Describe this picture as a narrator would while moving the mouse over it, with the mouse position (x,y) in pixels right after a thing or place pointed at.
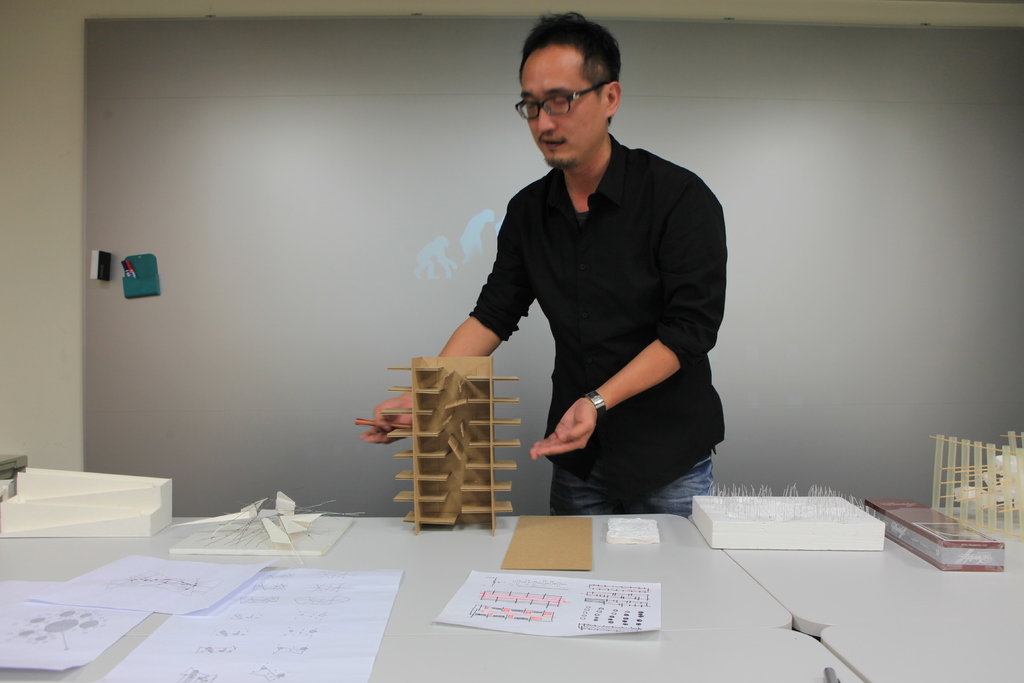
In the picture I can see a man (604,323) is standing. The man (611,294) is wearing a black color shirt (632,279), jeans (681,474) and spectacles (532,113). On the table (593,650) I can see papers (645,619) and some other objects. In the background (348,242) I can see a wall (318,240) which has some objects (131,270) attached to it.
